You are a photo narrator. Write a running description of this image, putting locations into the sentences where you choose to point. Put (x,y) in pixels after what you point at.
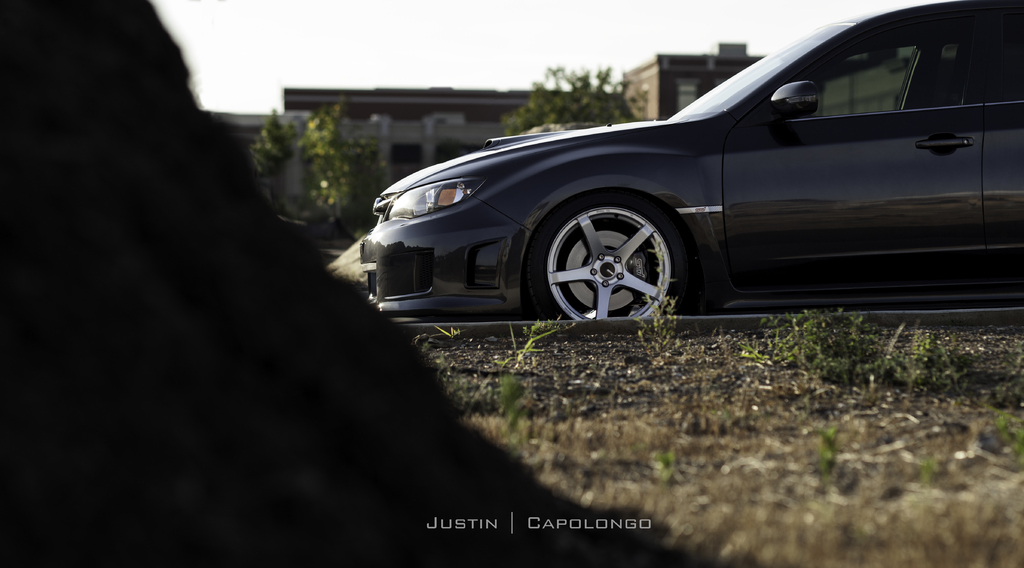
In this image I can see a black colored object (127,328) to the left side of the image (148,443) and to the right side of the image (832,233) I can see a car (750,223) which is black in color on the ground (617,328). In the background (326,217) I can see few trees (345,150), a building (467,126) and the sky (370,31).
